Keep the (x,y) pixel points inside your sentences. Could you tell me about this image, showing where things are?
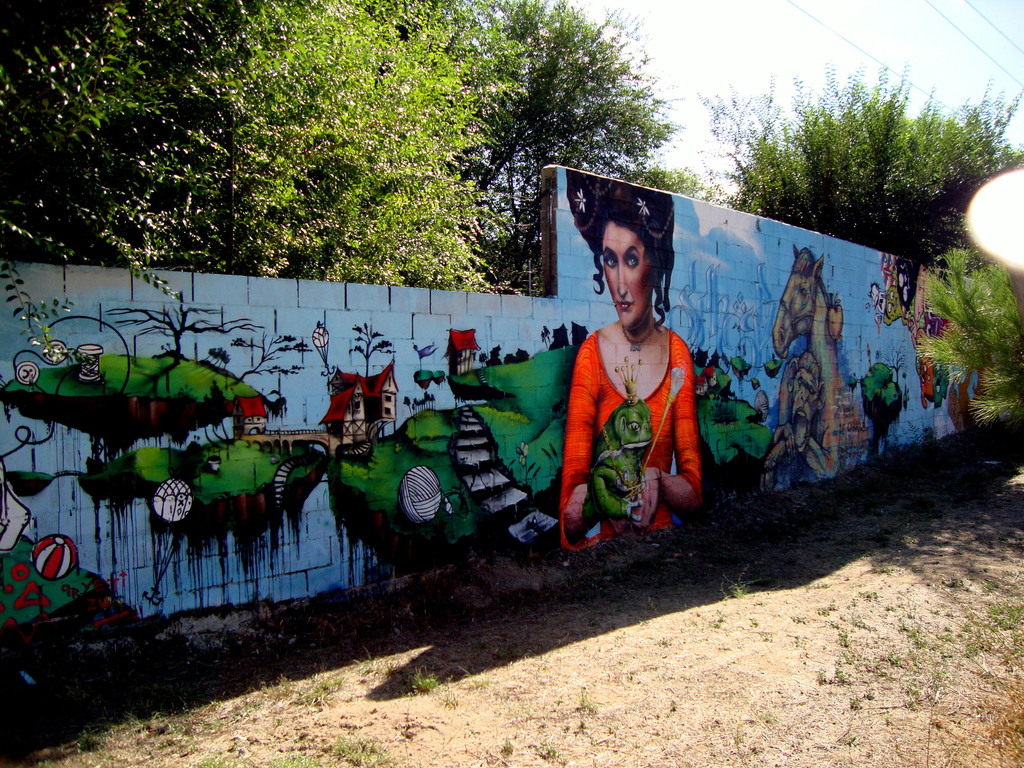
In this image we can see a wall (334,502) which is painted with different types of images (475,398), trees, houses (359,441) and in the background of the image (471,148) there are some trees (608,89) and clear sky (783,89).
